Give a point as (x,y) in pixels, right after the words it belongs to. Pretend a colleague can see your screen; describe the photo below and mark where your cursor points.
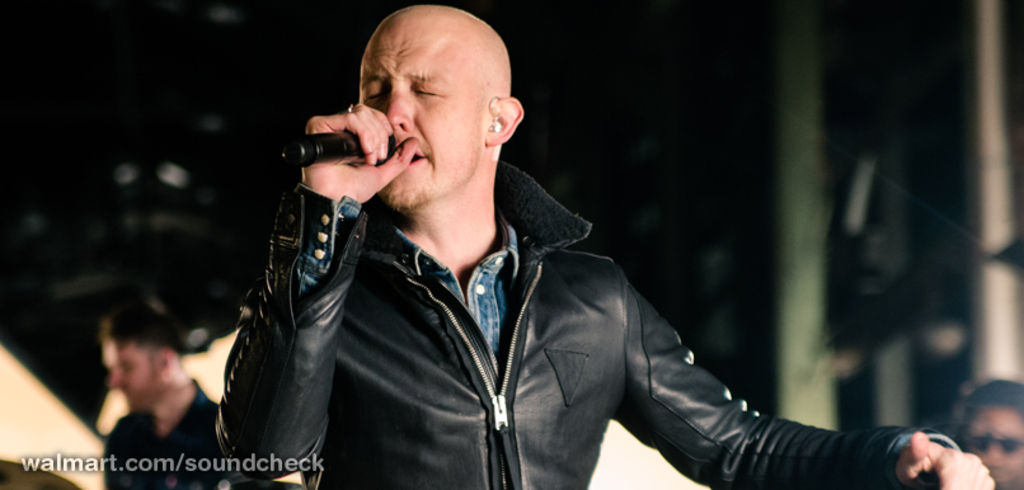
This picture shows a man (481,44) standing he wore a black coat (371,357) and holding a microphone (303,157) in his hand (375,179) and singing and we see couple of them (174,405) standing on the sides and we see the watermark (151,462) at the bottom left of the picture (129,474).
